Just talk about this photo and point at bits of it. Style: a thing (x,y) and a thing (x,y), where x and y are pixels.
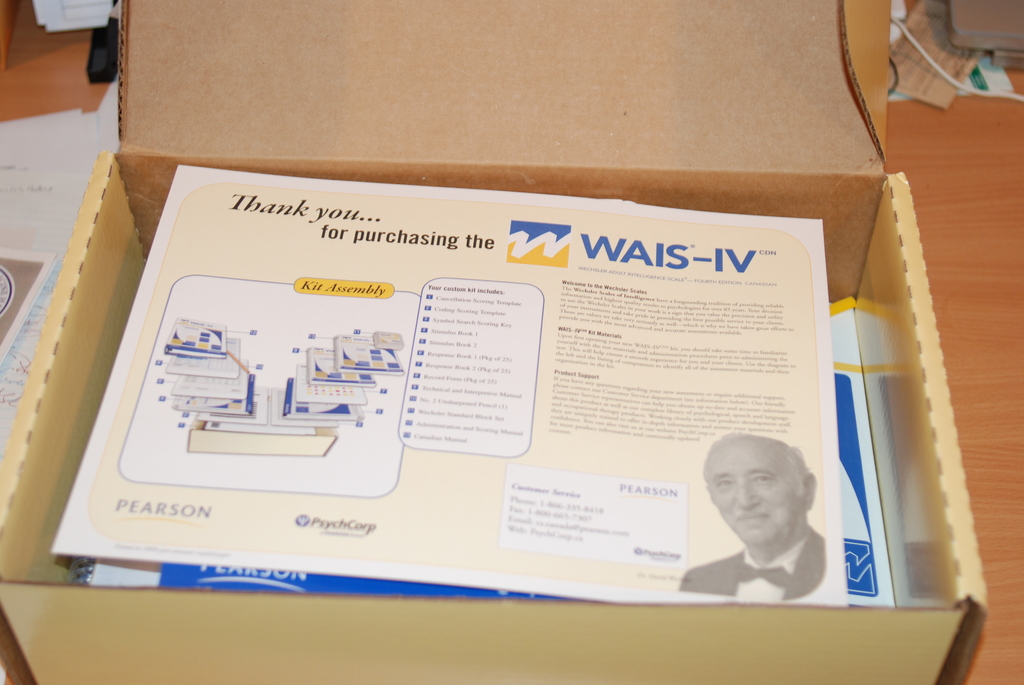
There is a box (222,160) with some papers (416,425). On the paper (336,397) there is something written also there is an image (766,512) of a person (778,555). On the desk (61,78) there are many other items (932,83).
